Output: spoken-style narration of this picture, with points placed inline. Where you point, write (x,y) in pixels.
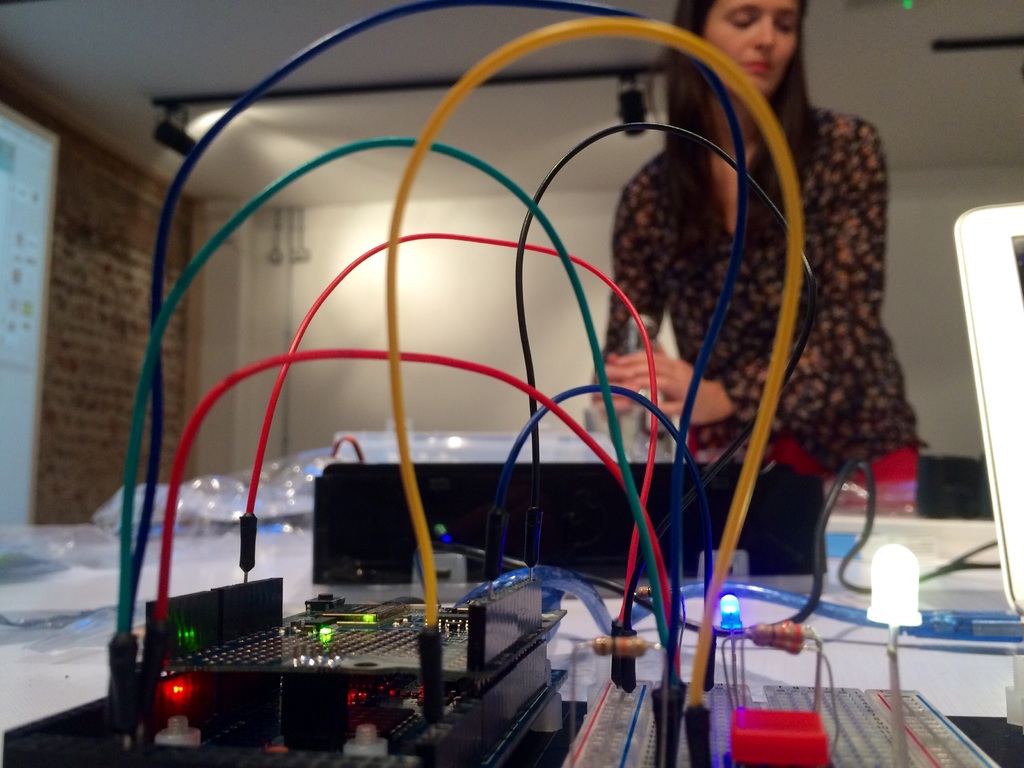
In this image, we can see a person (860,357) wearing clothes (859,369). There is an electrical equipment (717,602) at the bottom of the image (535,534). There is a screen (30,340) on the left side of the image (14,362).
